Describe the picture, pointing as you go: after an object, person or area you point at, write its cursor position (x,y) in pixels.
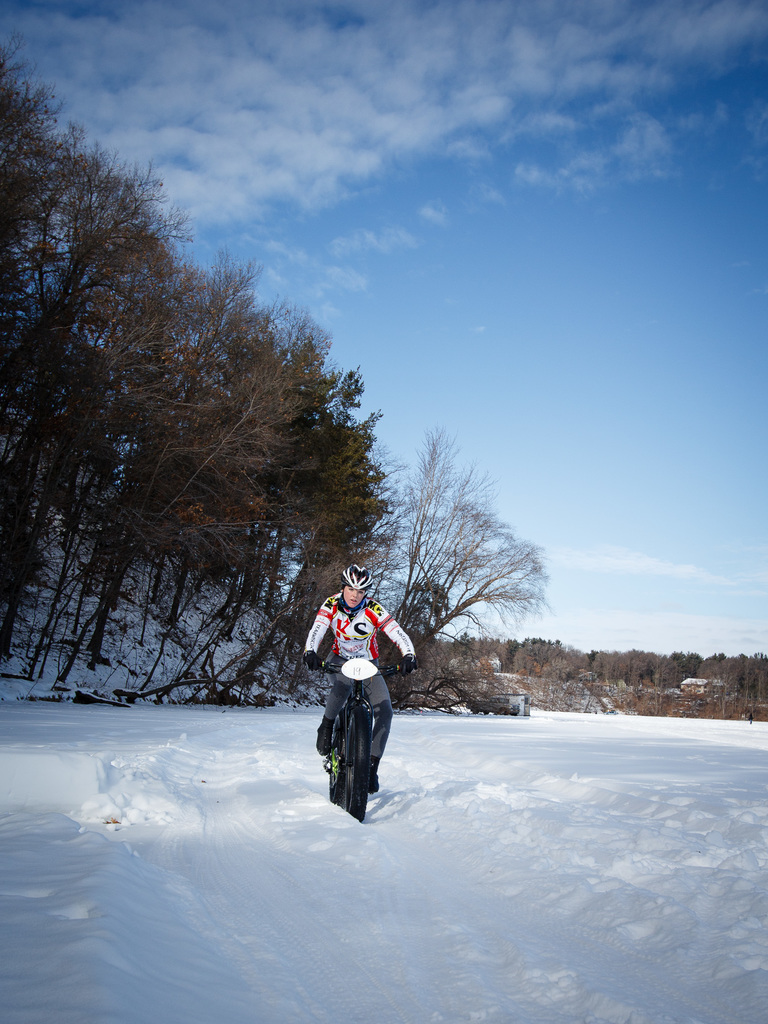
A person (359,624) is riding a bicycle (339,753) on the snow (544,711) wearing a helmet (352,582) and a jacket (376,607). There are trees (310,622) behind him.
